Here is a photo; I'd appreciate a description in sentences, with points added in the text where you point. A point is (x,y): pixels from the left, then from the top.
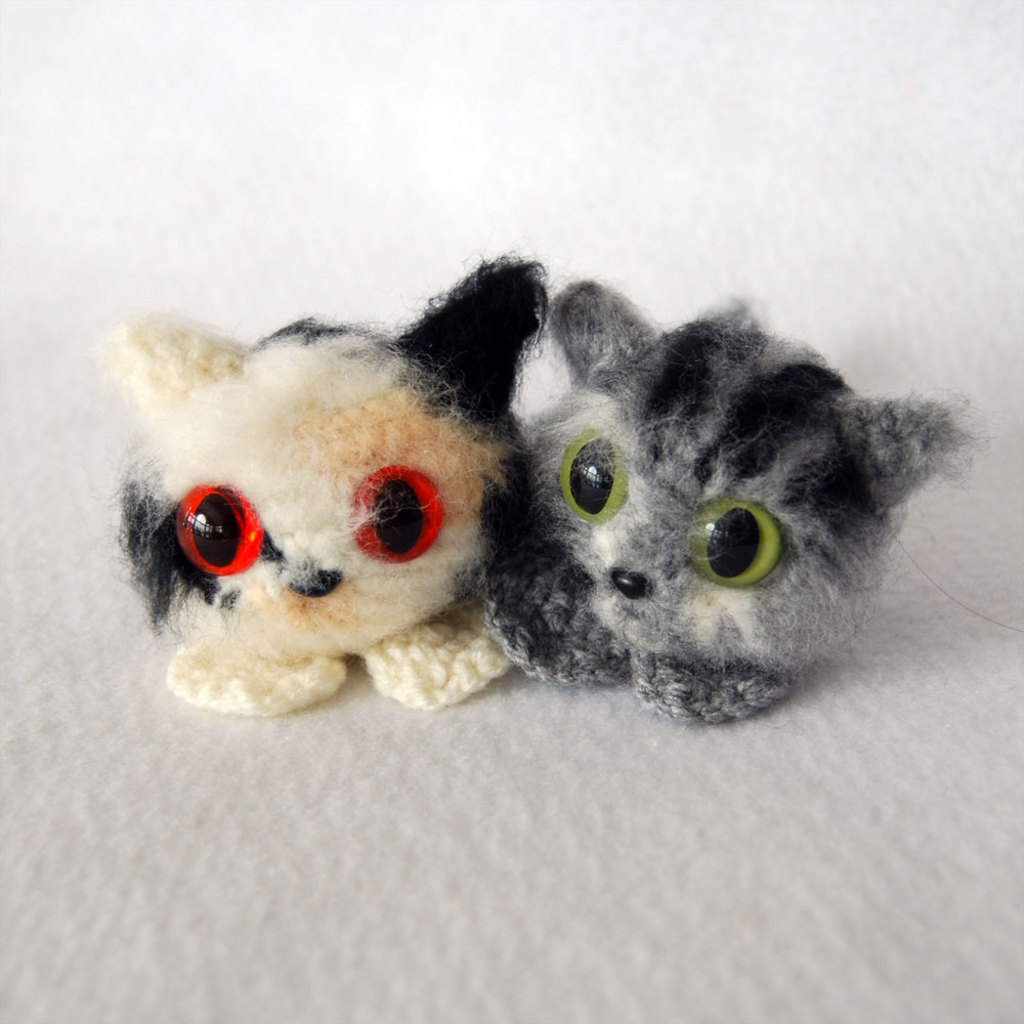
In this image there are two toys (526,581), the background of the image (26,163) is white in color.
